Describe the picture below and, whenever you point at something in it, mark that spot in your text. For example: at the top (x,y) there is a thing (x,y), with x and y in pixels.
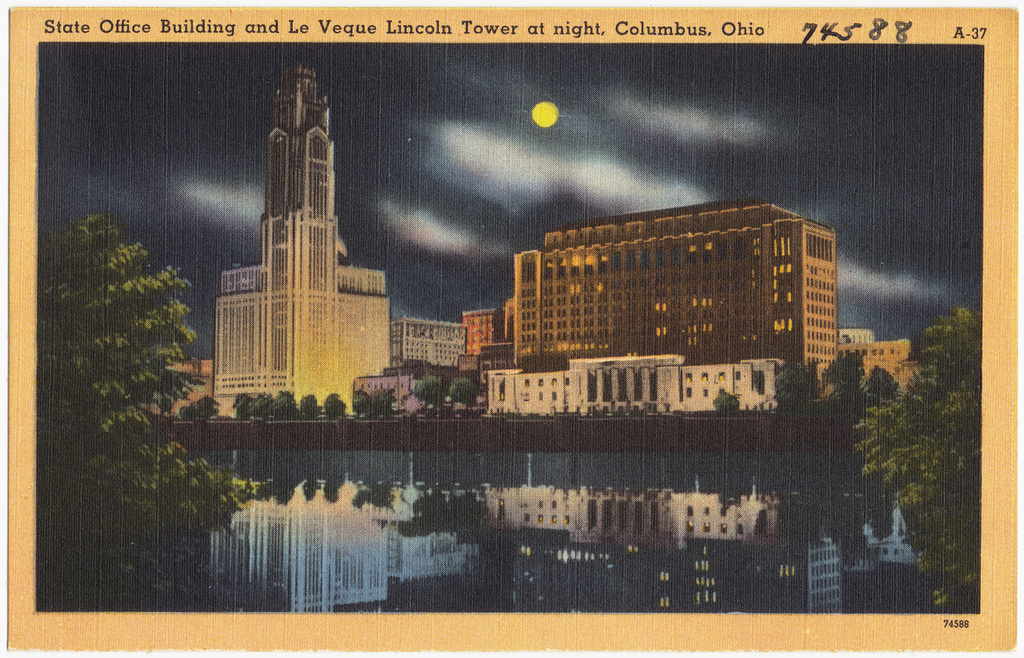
In this picture we can see a poster (645,623), here we can see water (620,609) and in the background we can see buildings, trees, sky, in the bottom right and at the top (164,30) we can see some text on it.
